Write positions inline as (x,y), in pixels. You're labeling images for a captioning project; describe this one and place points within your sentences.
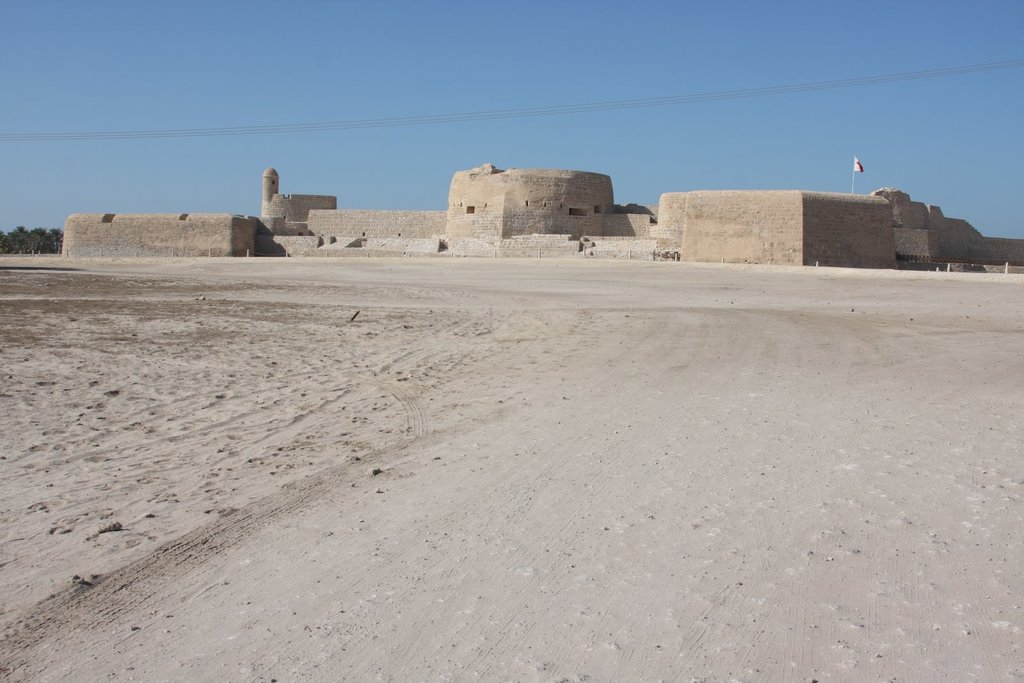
In this picture i can see the monument (507,194). On the right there is a flag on the roof (872,192) of the monument (867,205). On the left (231,404) i can see the sand (77,352) and many trees (51,250). At the top (382,85) there is a sky (579,12). Here i can see the electric wires (482,113).
